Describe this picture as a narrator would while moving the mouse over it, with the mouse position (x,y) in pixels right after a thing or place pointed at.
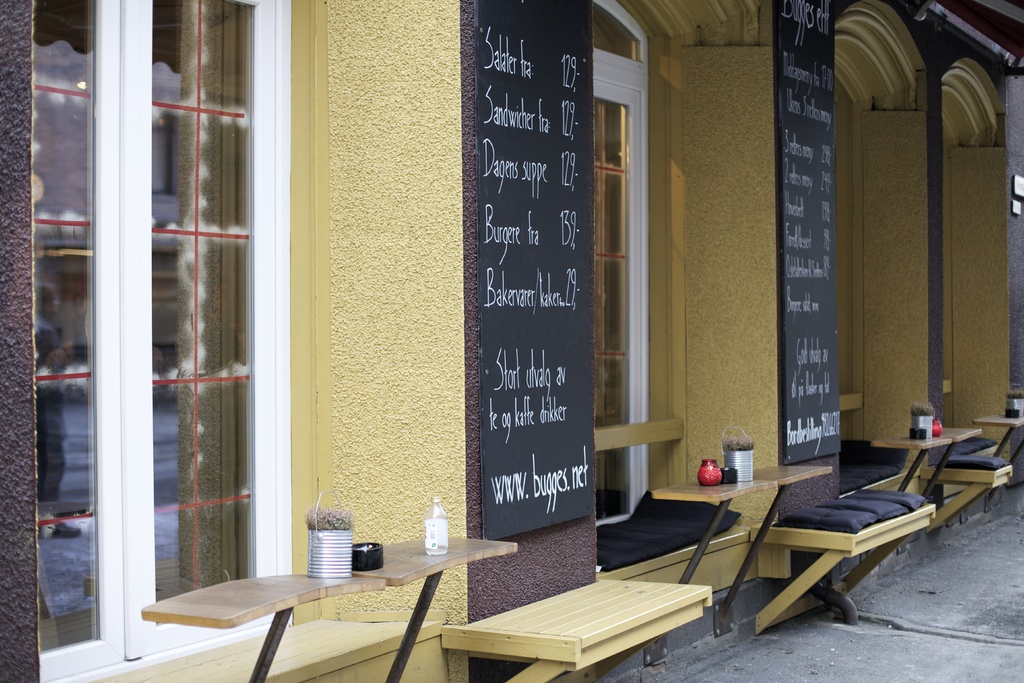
This is a building (641,216) with the windows (37,275).
